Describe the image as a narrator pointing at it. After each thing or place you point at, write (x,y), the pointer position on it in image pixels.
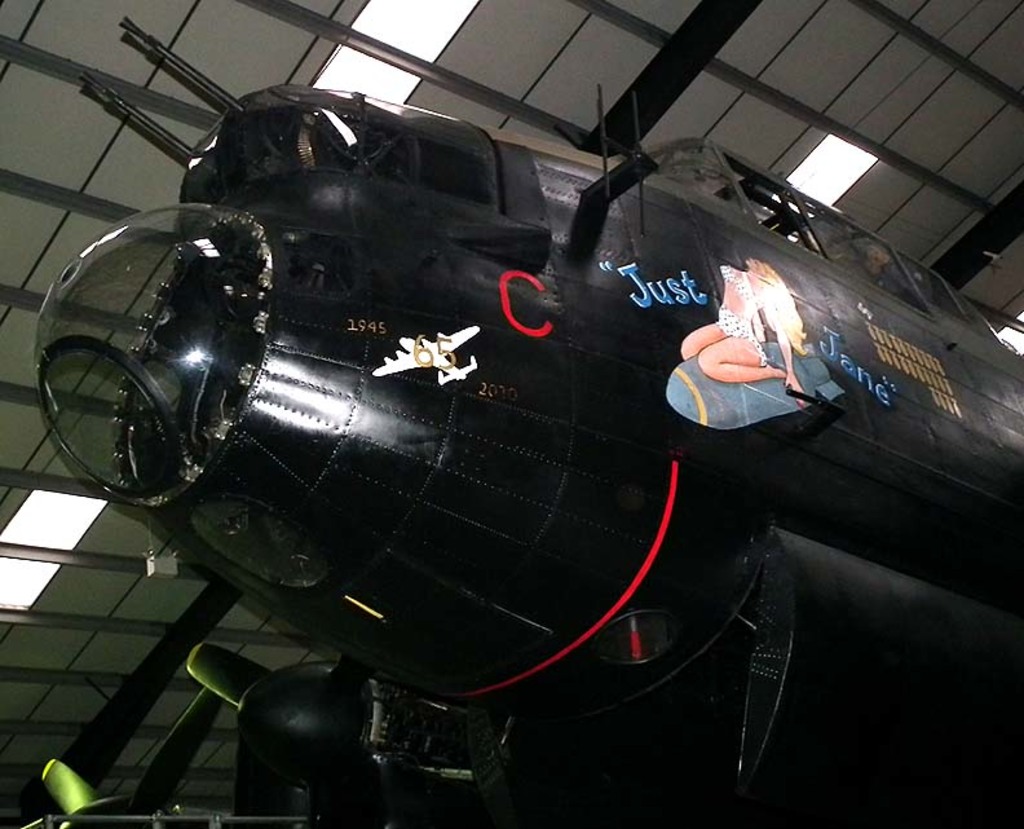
In this picture we can see an aircraft (749,457) and in the background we can see a roof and lights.
